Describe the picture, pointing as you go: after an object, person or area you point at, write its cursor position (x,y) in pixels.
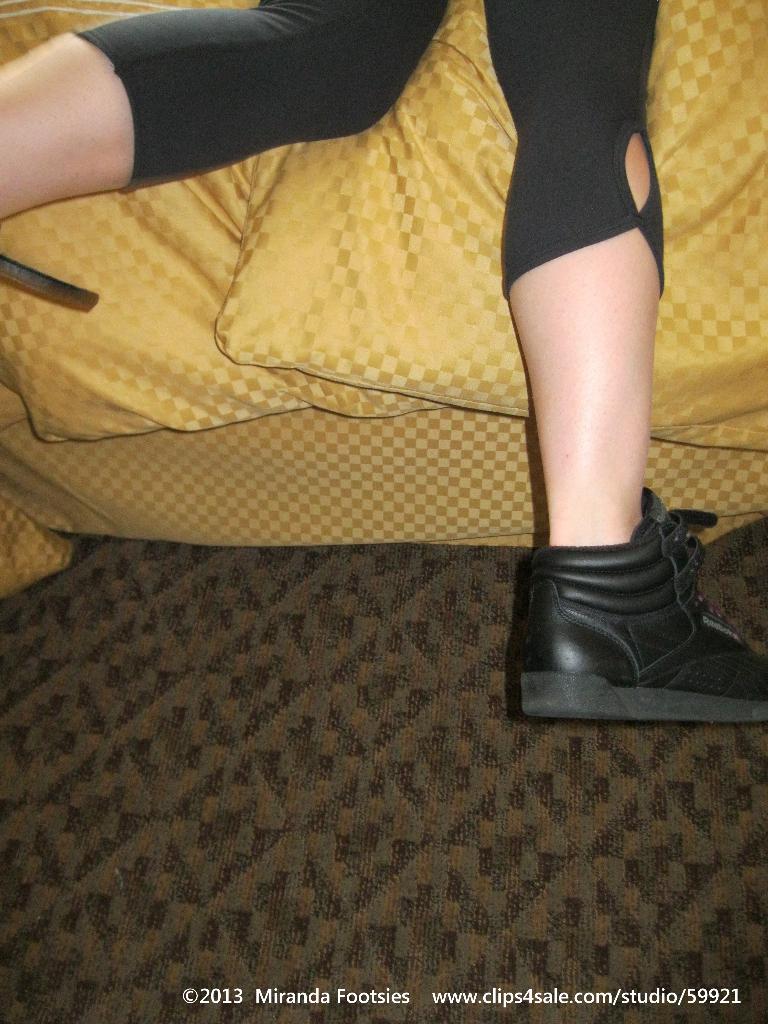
In this image we can see there is a person's leg (128,157) and the person (593,501) is wearing shoes (651,623).
